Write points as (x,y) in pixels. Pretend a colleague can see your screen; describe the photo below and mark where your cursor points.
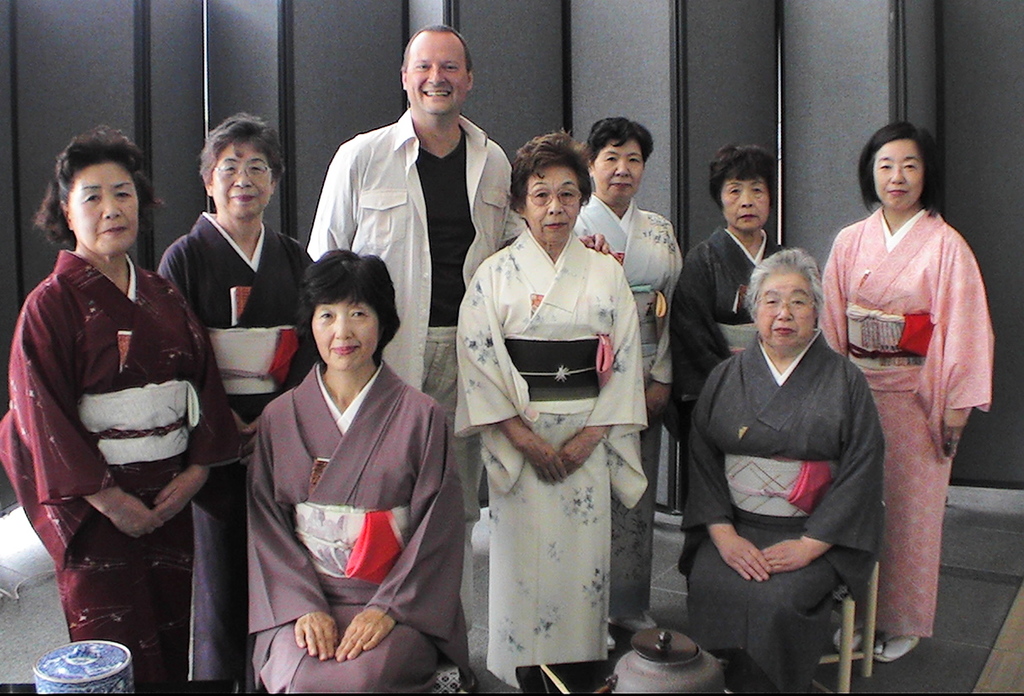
In this image there is one women (392,582) sitting at left side of this image (301,563) and there is one another women (764,535) sitting at right side of this image (834,539) and the other persons (465,276) standing at back (156,348) side to these two persons (786,440). and there is one object (113,674) kept at bottom left corner of this image (107,664) and there is a wall (682,86) in the background (603,105).
